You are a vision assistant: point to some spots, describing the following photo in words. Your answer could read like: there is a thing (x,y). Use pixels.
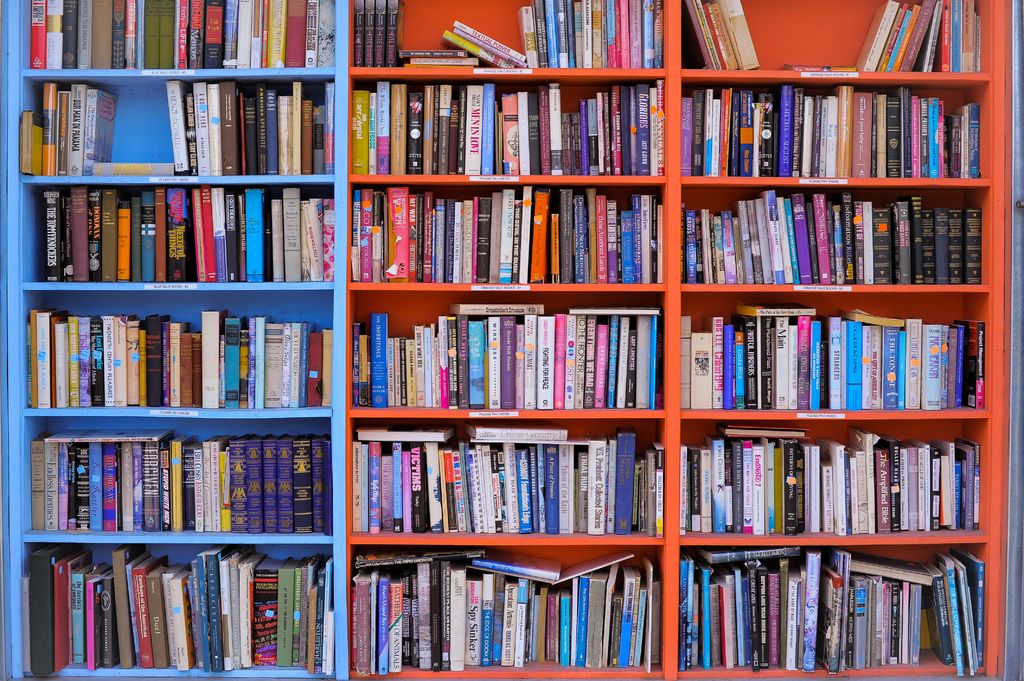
In this picture we can see few books (565,369) in the racks (645,436).
